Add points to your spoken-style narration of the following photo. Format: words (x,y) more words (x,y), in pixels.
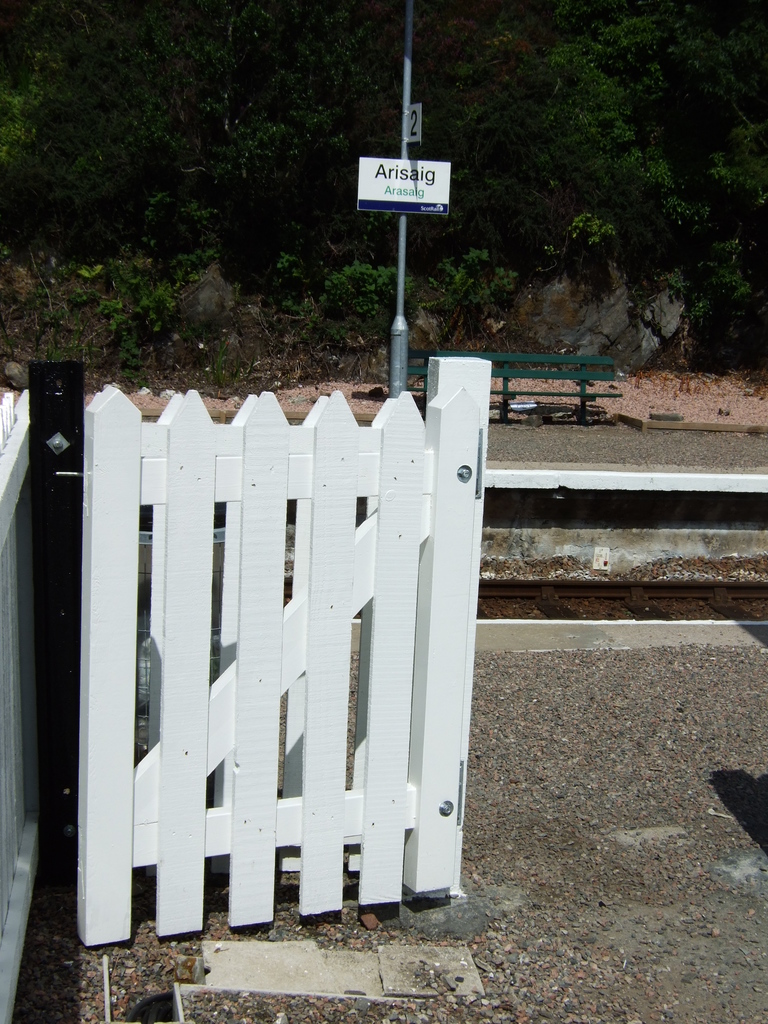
In this image, there is an outside view. There is a gate (462,530) in the middle of the image (388,604). There is a track (669,596) on the right side of the image (659,582). There is a bench (507,372) and pole (400,363) in the middle of the image (425,366).
